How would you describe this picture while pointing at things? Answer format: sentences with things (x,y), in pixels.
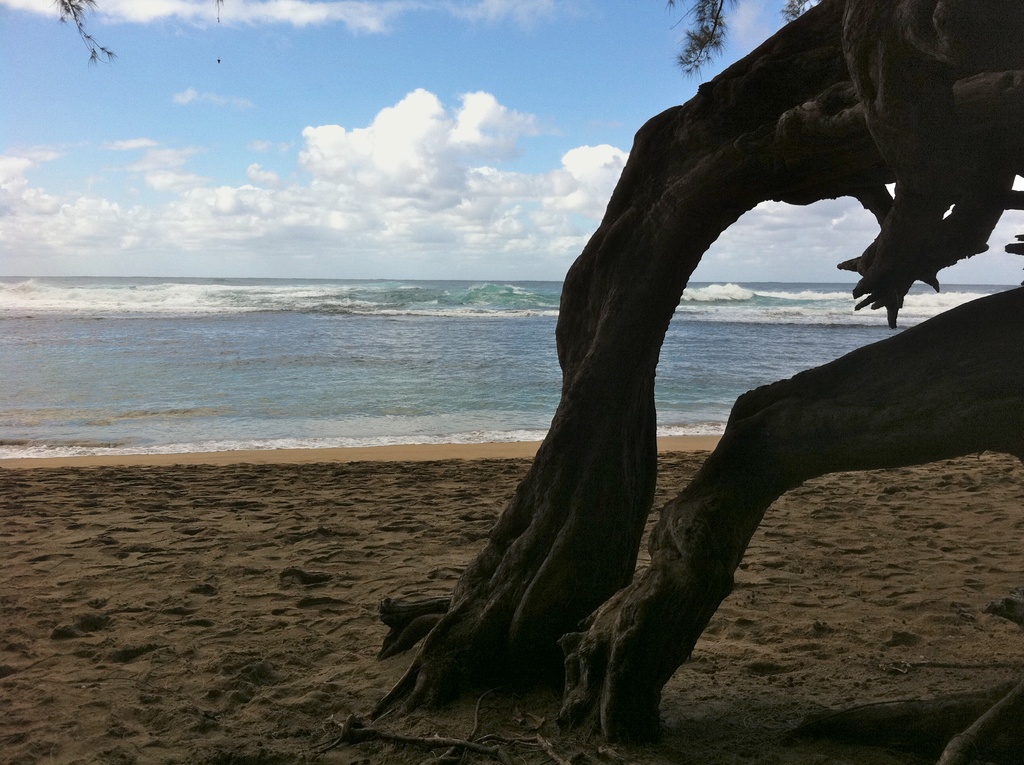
In this picture we can observe an ocean (299,350). There is a beach (237,480). We can observe a tree (667,552) on the right side (712,220). In the background (331,155) there is a sky (241,141).
